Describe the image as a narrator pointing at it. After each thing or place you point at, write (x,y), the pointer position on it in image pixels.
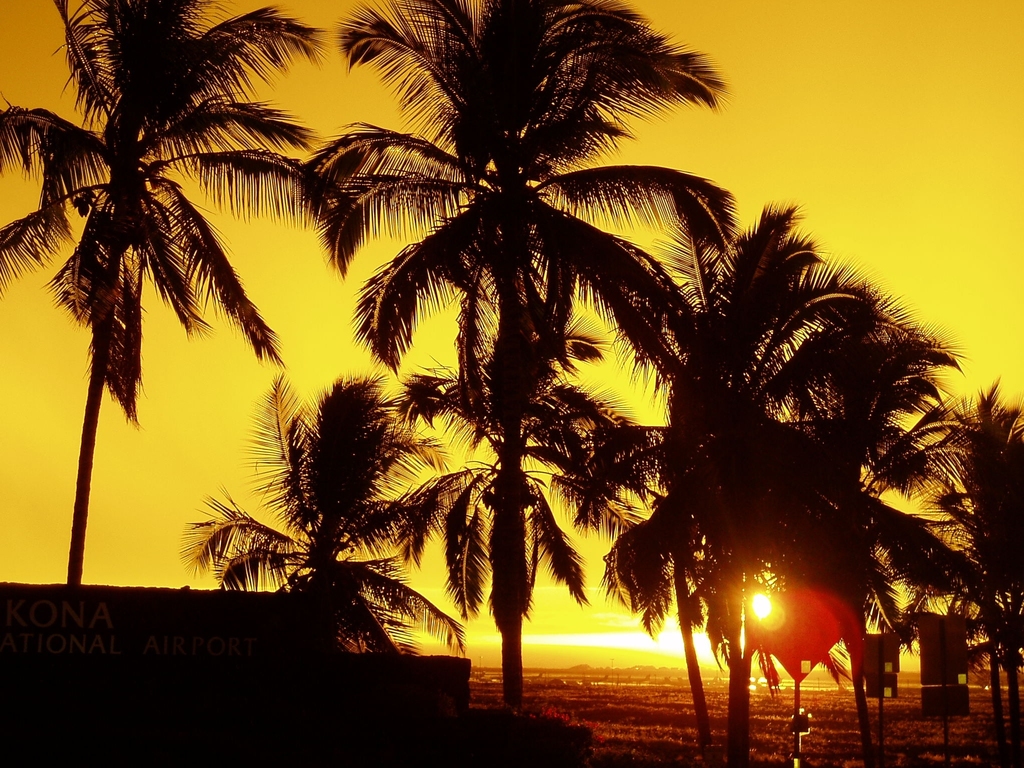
There are many coconut trees (741,494) and there is a sunrise (758,608) clearly visible through the one of tree (745,582).
